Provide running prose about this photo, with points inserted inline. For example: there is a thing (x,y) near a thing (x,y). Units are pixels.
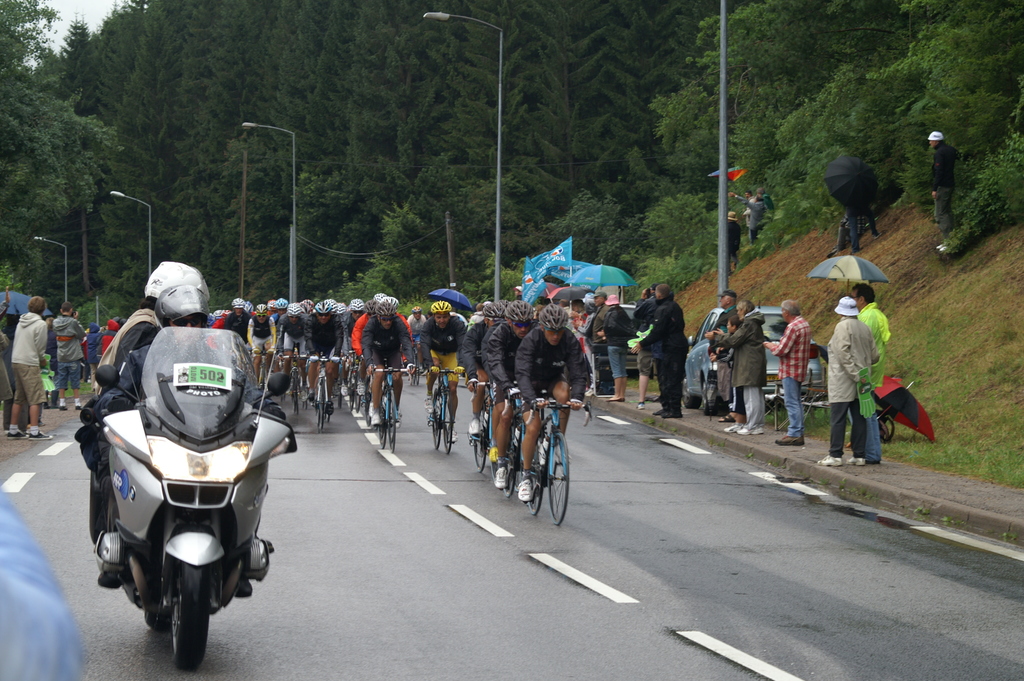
In this image we can see the bicycle (388,379) racing. We can also see some persons (837,352) watching the race. On the left (162,383) there is a person (192,292) riding the motorbike (189,425). In the background (255,225) we can see the light poles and also many trees (684,104). At the bottom (751,618) there is road (749,601).
